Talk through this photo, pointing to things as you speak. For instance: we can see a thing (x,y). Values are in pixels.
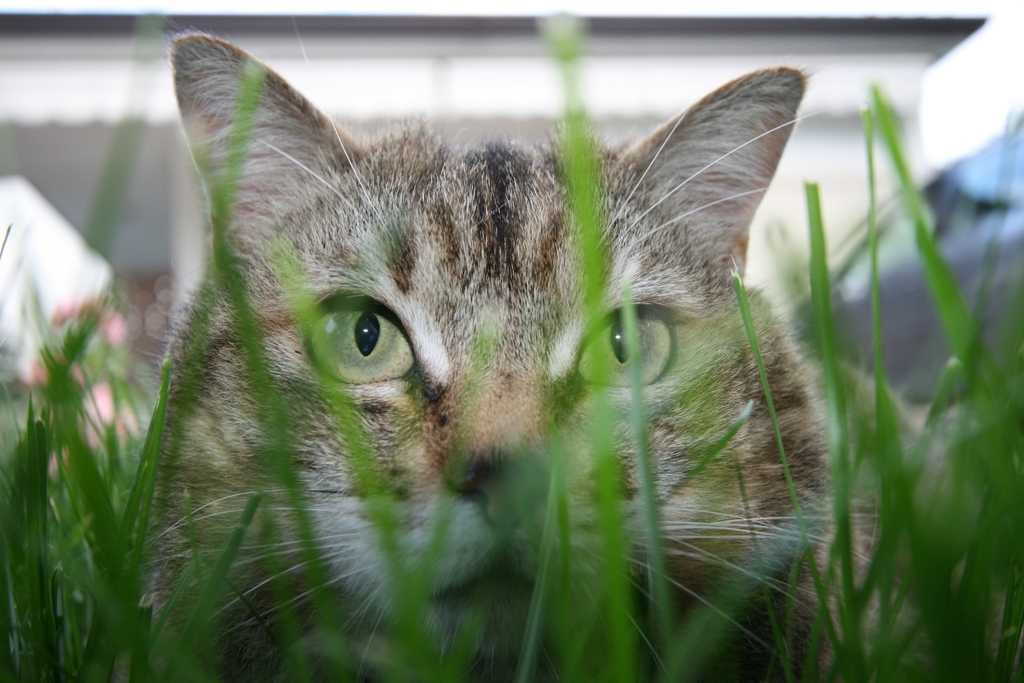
In this image I can see the grass (144,513) which is green in color and I can see a cat (444,350) which is cream, brown and black in color is in the grass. I can see the blurry background (838,155).
